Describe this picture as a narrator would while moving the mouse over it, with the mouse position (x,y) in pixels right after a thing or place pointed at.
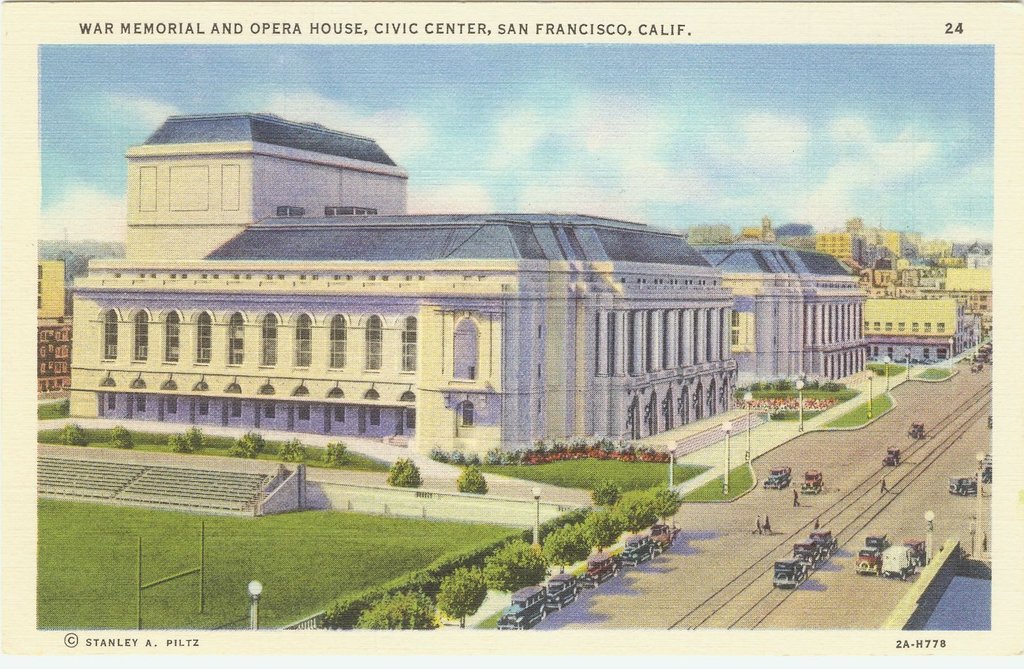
This looks like a poster. I can see the buildings (522,303) with windows (206,333). These are the trees (381,617) and small bushes (491,556). Here is the grass (426,525). I can see the cars (808,552) on the road (936,461). There are few people (887,478) walking. I think these are the street lights (672,454). I can see the letters (88,32) on the image. These are the stairs (176,503).
